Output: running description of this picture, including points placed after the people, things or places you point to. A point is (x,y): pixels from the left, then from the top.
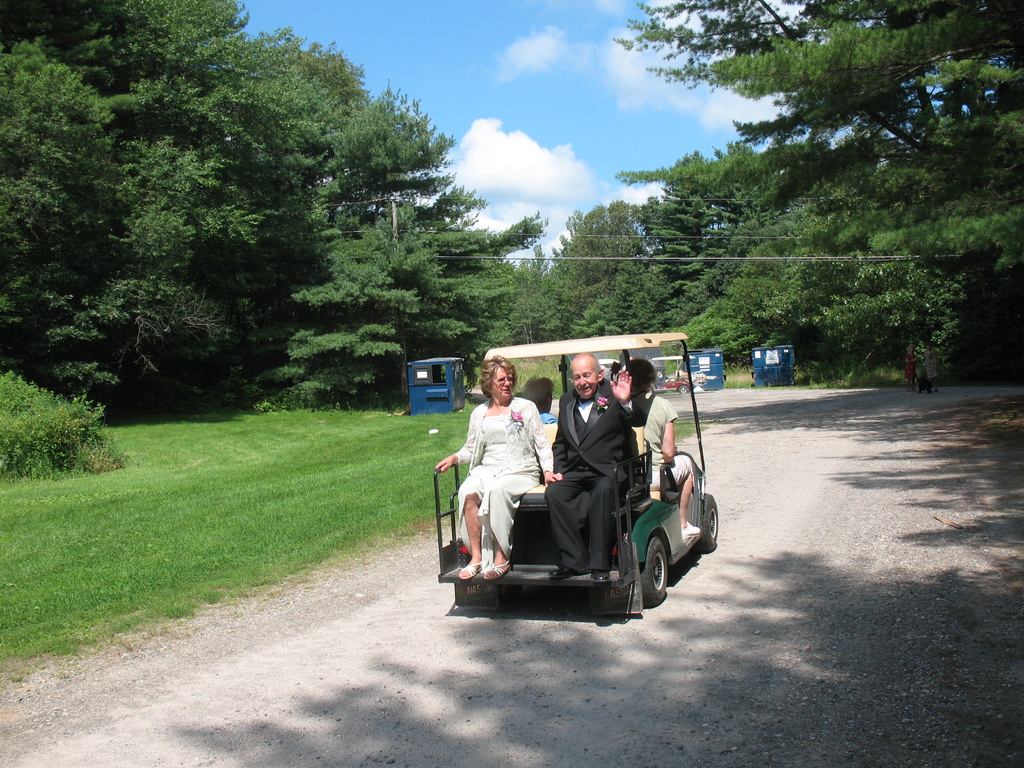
Here a man (578,407) and woman (523,469) are sitting on this vehicle (526,506) and travelling on the road (681,567). On the left side (306,283) there are green trees (297,245). At the top (538,72) it's a blue color sky (554,110).
